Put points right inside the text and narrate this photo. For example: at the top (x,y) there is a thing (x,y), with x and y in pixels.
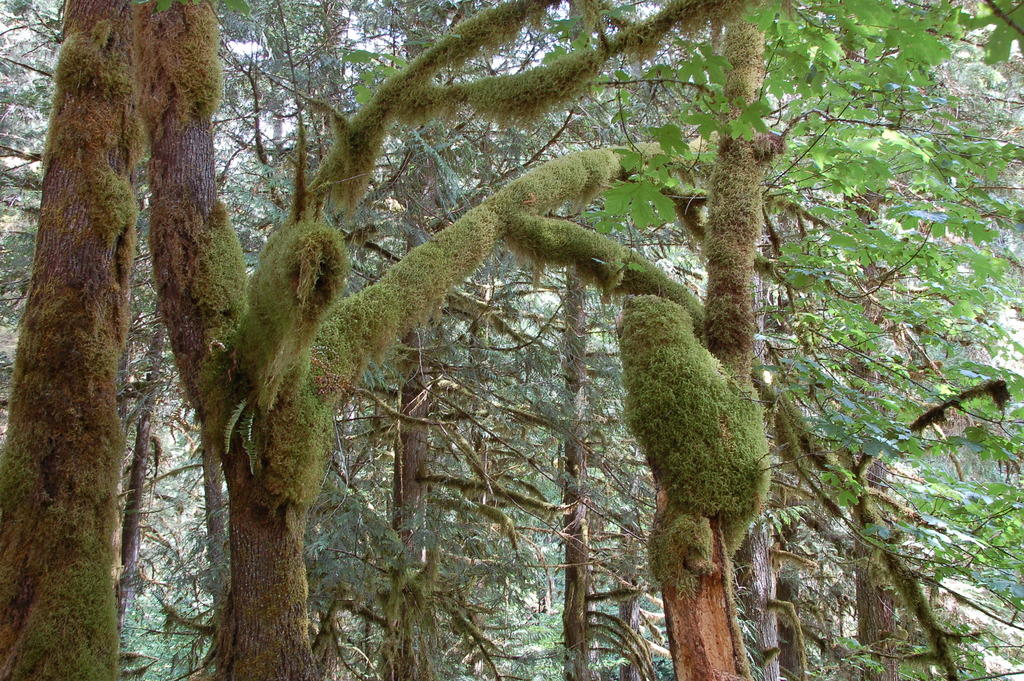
In this picture we can see many trees (791,450). On the right (879,422) we can see green leaves (835,319). In the background (363,602) we can see trees (824,402).
